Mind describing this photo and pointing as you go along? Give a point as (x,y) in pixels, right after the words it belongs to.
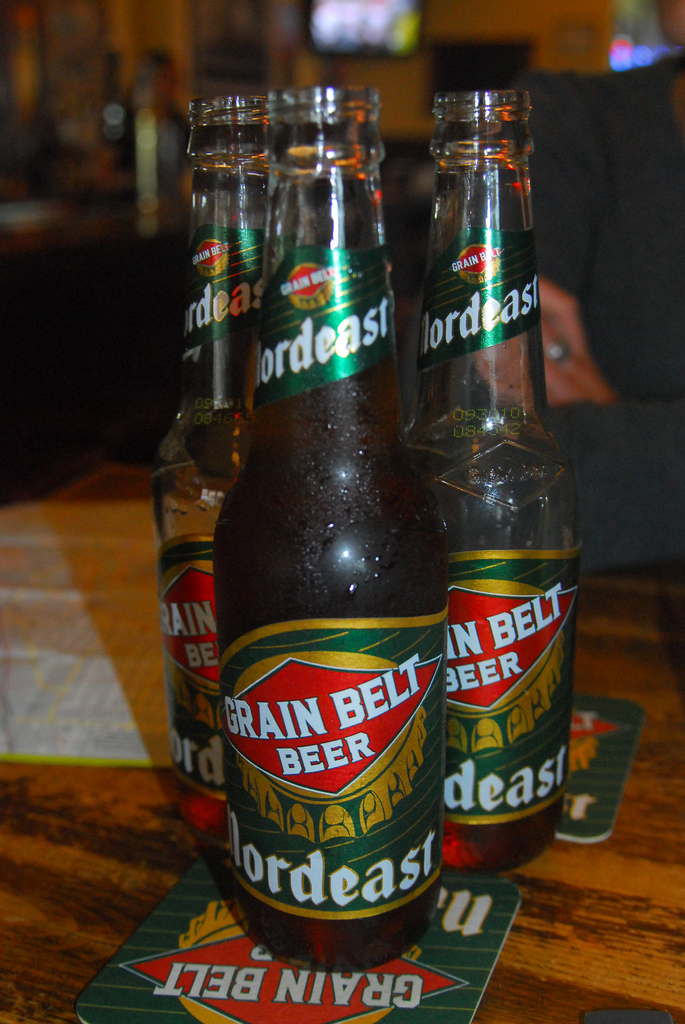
At the bottom of the image (69,1023) there is a table (19,1021). There are three bottles (319,761) placed on the table (498,975). In the background (609,260) there is a man (622,277) sitting.
